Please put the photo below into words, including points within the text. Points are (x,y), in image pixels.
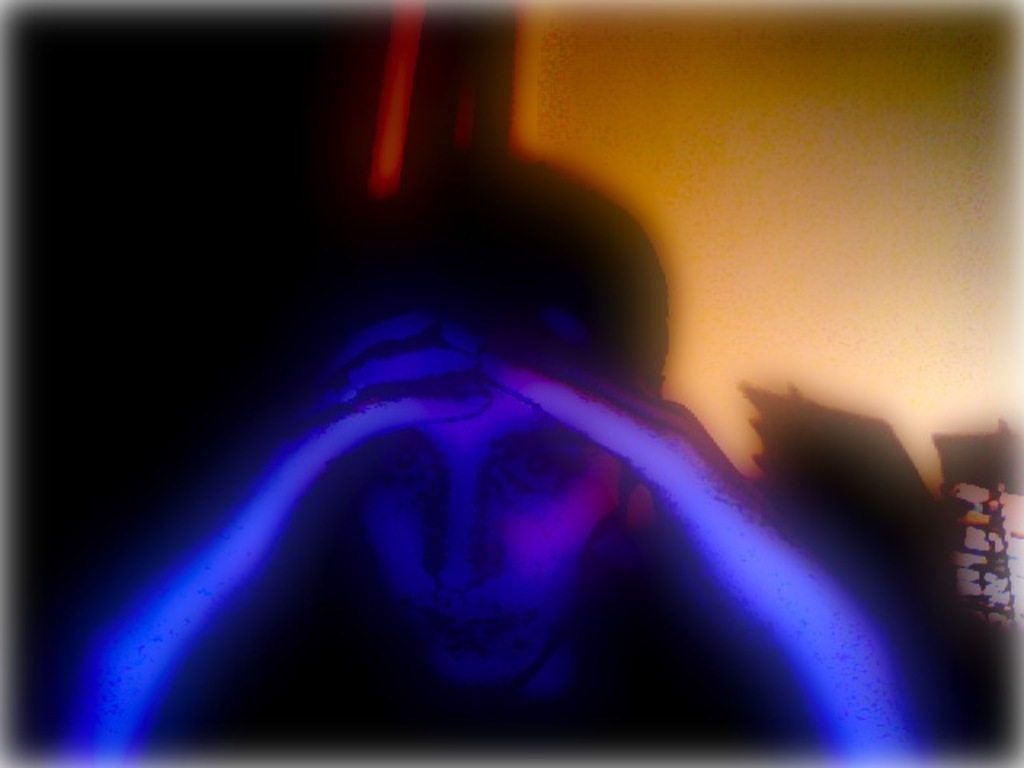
In this image we can see a boy (440,555). Behind wall (728,243) is there.
